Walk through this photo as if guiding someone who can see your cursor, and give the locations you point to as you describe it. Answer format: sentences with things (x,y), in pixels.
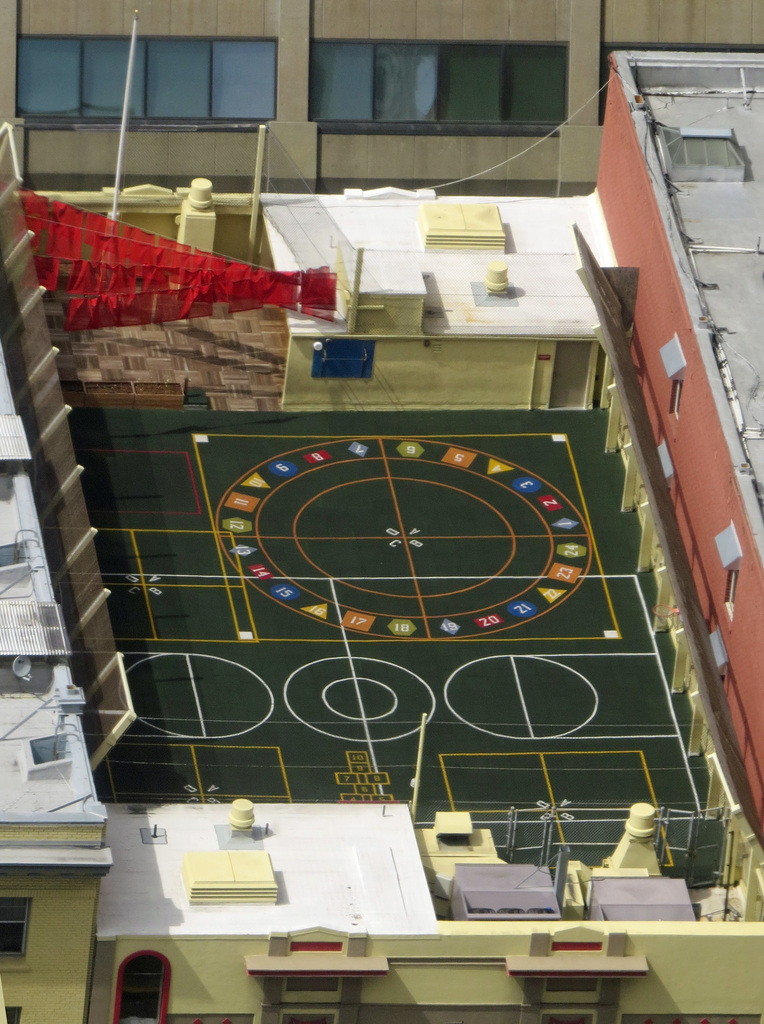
As we can see in the image there are buildings (368,48).
